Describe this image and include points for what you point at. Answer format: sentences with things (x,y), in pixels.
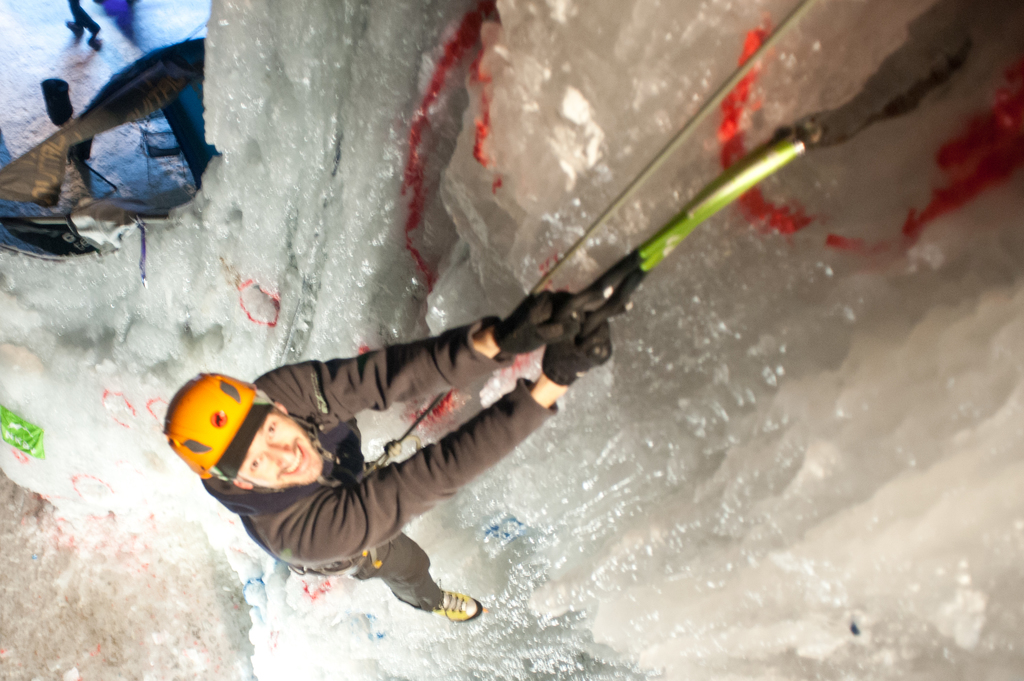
In this image I can see a person (264,448) climbing an ice wall (111,511) holding ice axes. The person (278,512) is wearing brown color dress (286,494) and orange color helmet (228,402).
